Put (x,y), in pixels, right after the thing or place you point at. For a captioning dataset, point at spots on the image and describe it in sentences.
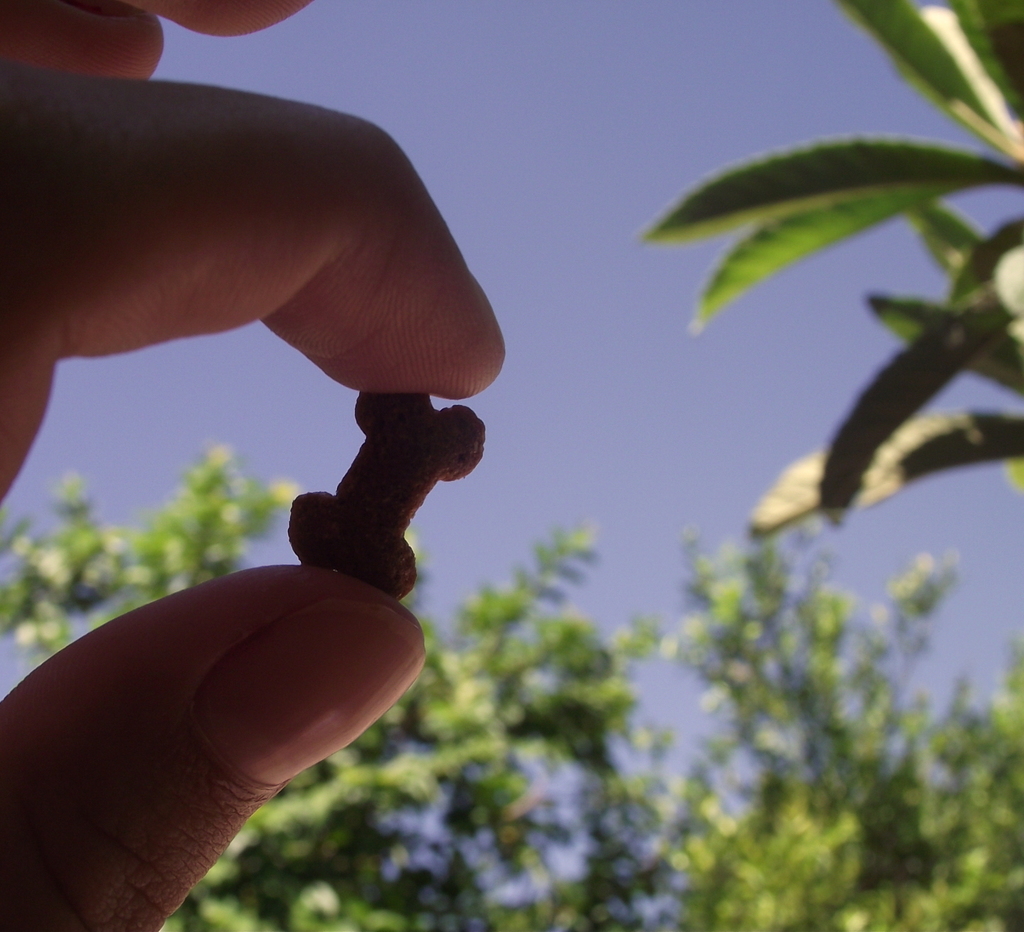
On the left corner of the image (91,54) there are fingers (156,232) of a person (184,294) holding an object (397,523). In the background (922,58) there are leaves (800,692).
